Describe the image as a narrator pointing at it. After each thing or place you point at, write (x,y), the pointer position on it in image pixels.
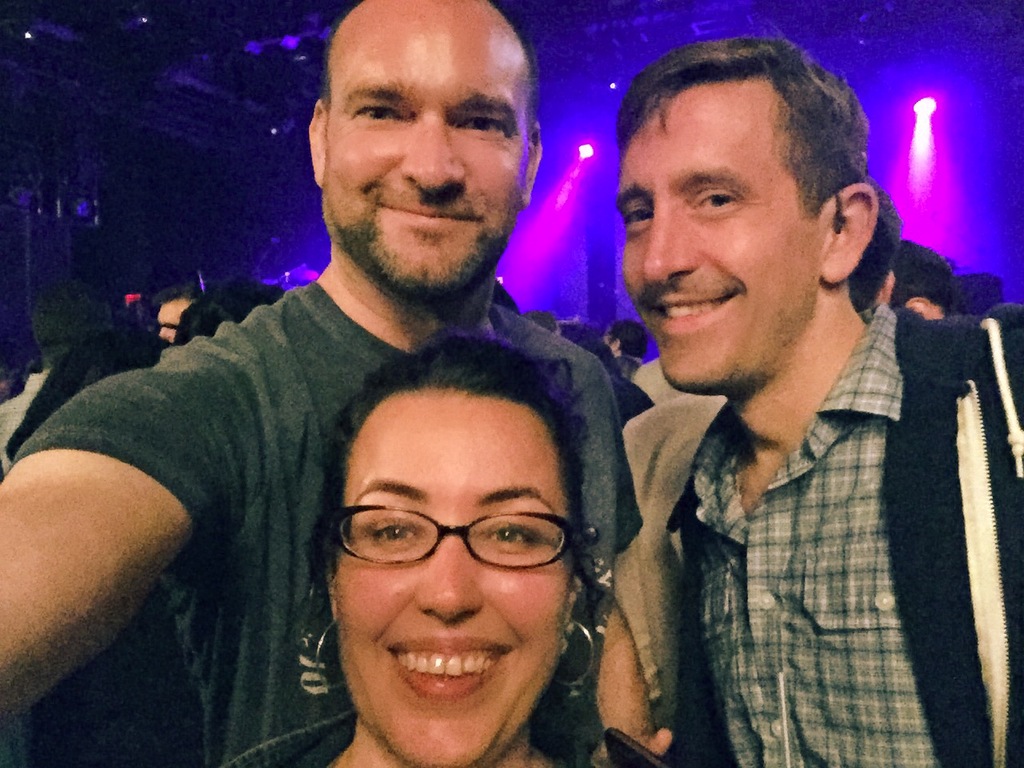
In this image, we can see a few people (963,315). We see some lights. We can see a ceiling (557,57) on the top (118,112). We can see some objects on the left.
